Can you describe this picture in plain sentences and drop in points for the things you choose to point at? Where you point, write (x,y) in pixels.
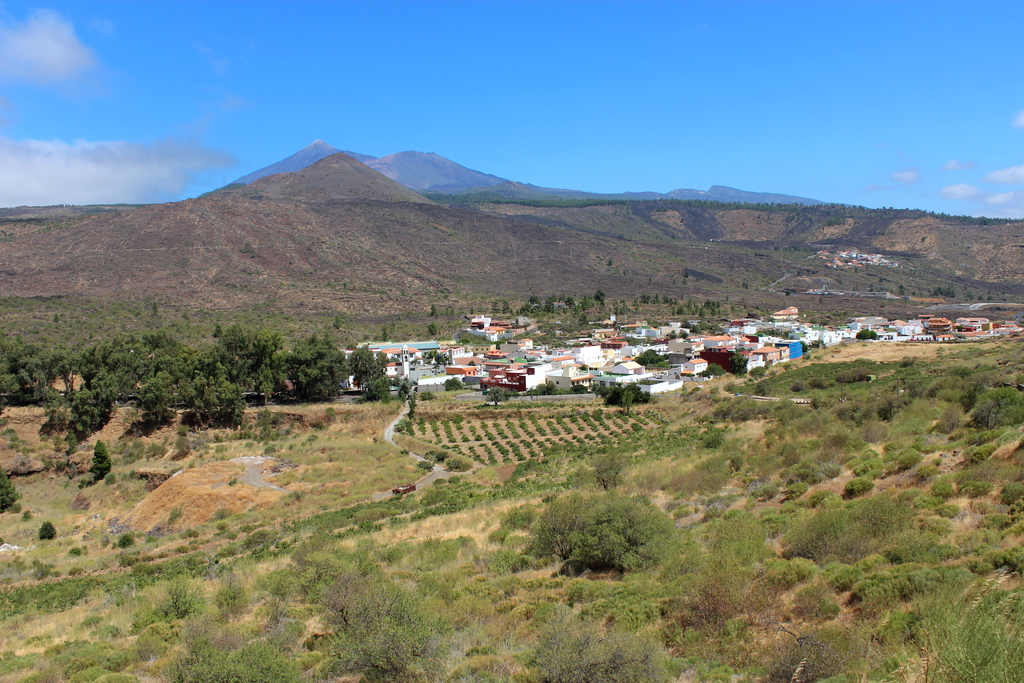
Here we can see plants (287,545), trees (157,403), and houses (659,382). In the background (472,297) we can see a mountain (360,179) and sky (396,139) with clouds (136,158).
